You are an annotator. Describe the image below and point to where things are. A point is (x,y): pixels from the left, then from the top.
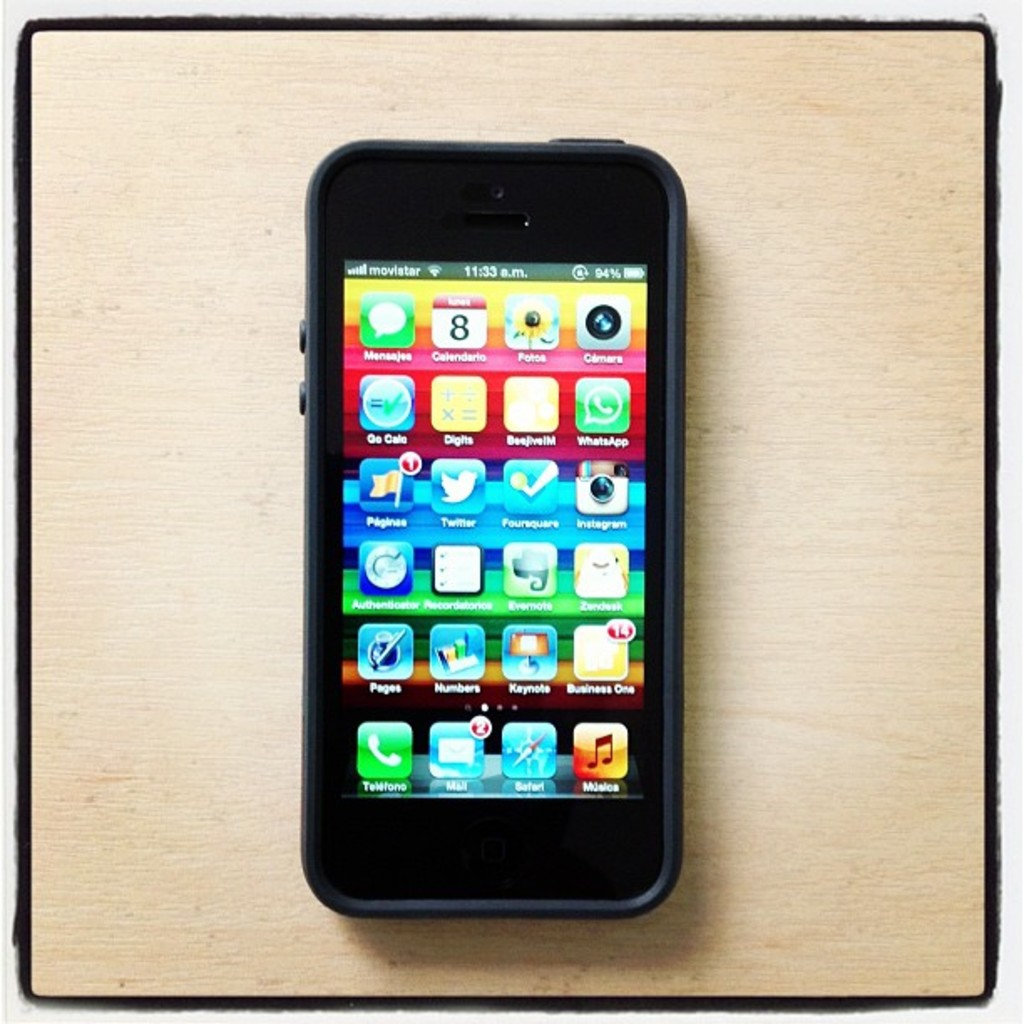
There is a mobile phone (537,520) kept on the floor (211,458) as we can see in the middle of this image (516,513).
